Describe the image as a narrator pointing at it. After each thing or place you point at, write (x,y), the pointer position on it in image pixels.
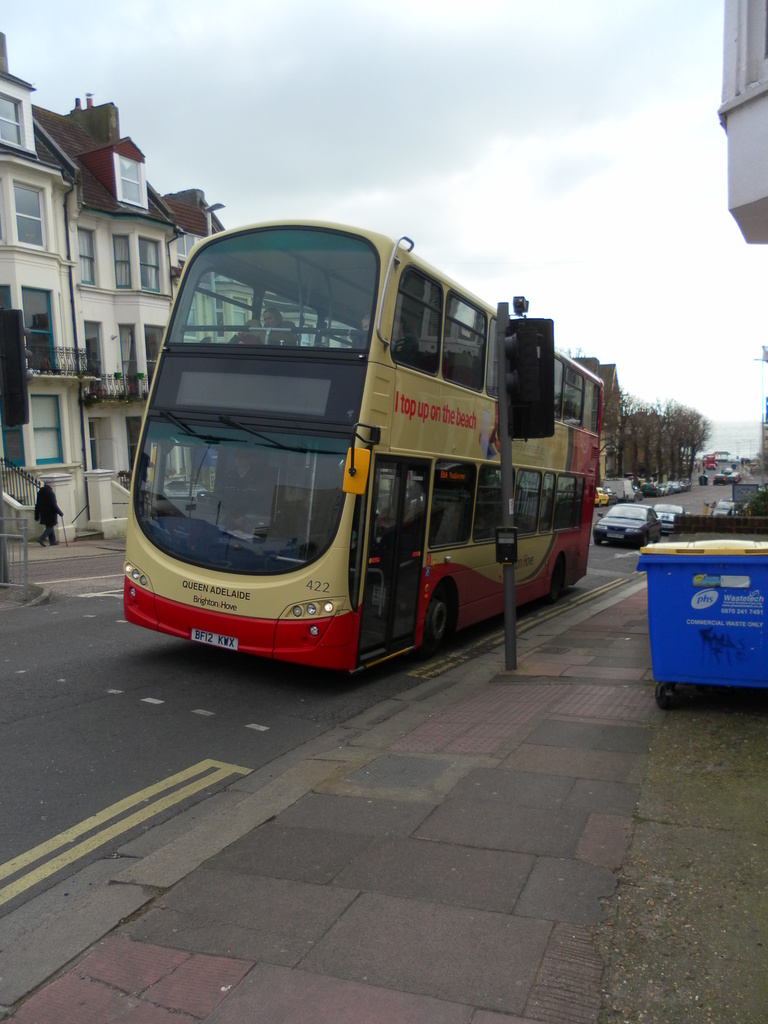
In this picture there is a bus (446,548) in the center of the image (429,490) and there are buildings (19,212) on the left side of the image (131,299), there are cars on the right side of the image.
